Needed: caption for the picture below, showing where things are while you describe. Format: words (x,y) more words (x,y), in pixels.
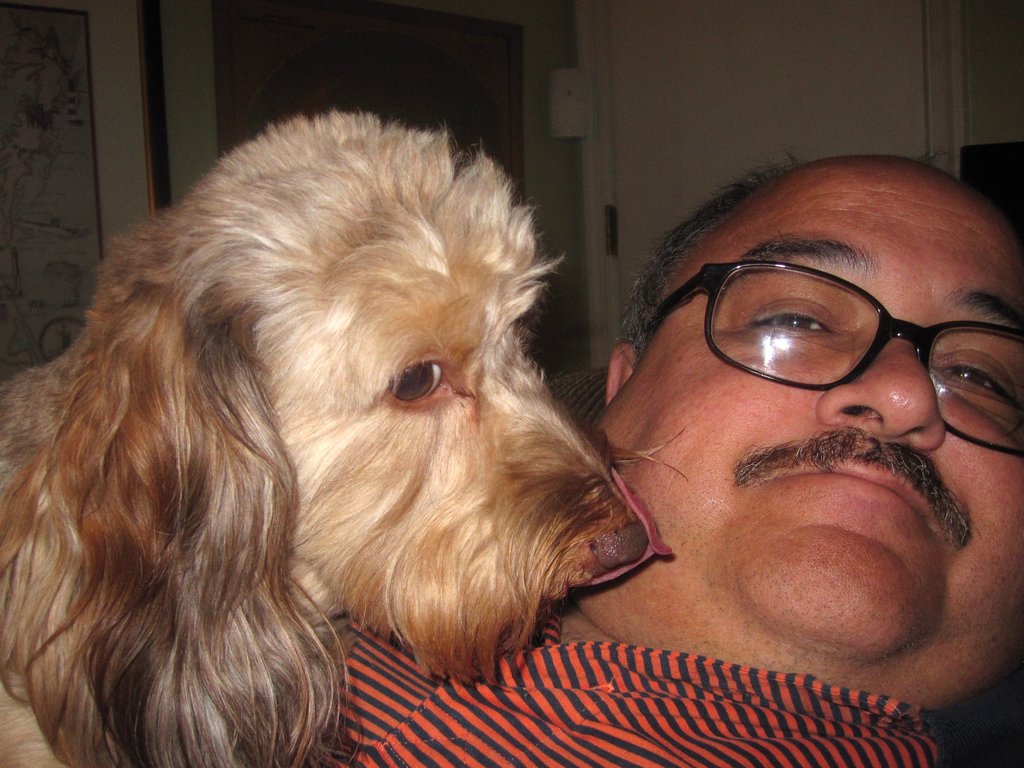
On the right side (761,594) there is a man (672,614) smiling and looking at the picture. Beside him there is an animal (242,401). In the background (719,138), I can see the wall (110,96) and a door (769,80).
